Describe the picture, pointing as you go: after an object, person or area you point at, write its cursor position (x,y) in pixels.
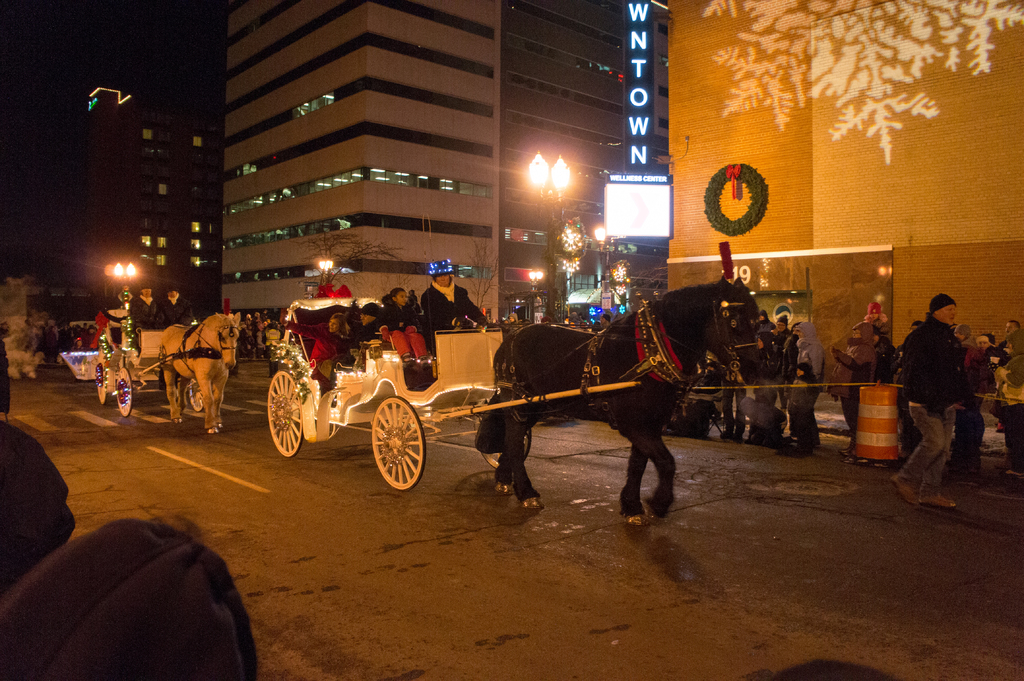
In this picture I can see few people (385,317) are travelling in the cart (444,339) on the road (358,510). On the top of the image (366,120) there is a building (503,92). I can see few people (848,358) are walking on the footpath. On the left corner (125,272) there are few street lights (121,270).
